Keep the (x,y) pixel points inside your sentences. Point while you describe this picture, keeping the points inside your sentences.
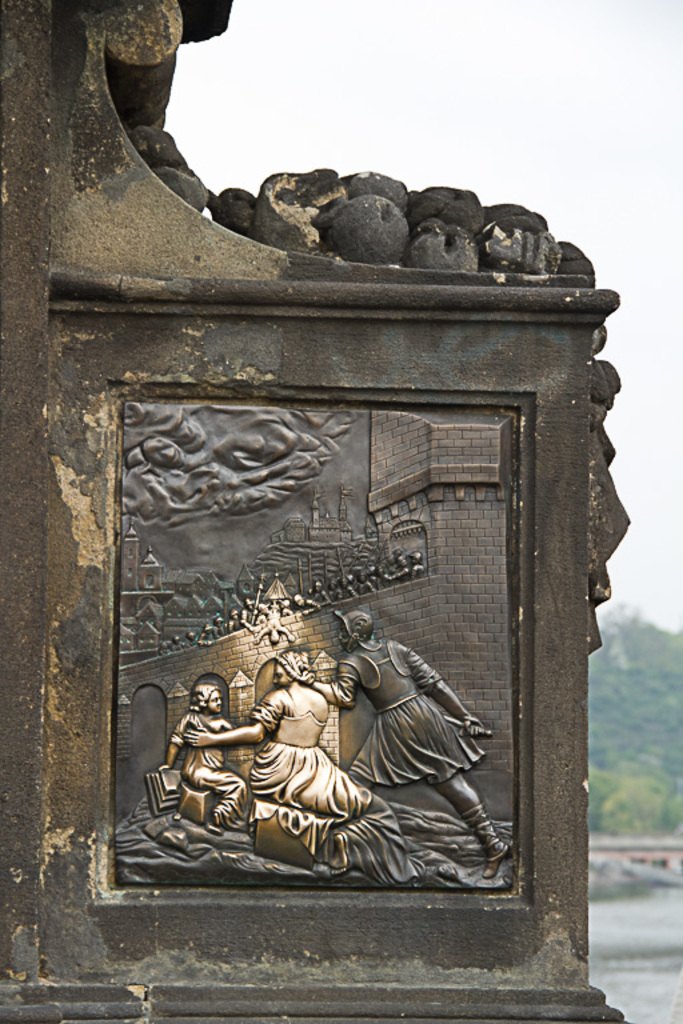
In front of the image there is a sculpture (124,728) on the wall (284,331). Behind the sculpture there is water (631,954). There is a building (675,857). There are trees (634,764). At the top of the image (545,94) there is sky (421,74).
